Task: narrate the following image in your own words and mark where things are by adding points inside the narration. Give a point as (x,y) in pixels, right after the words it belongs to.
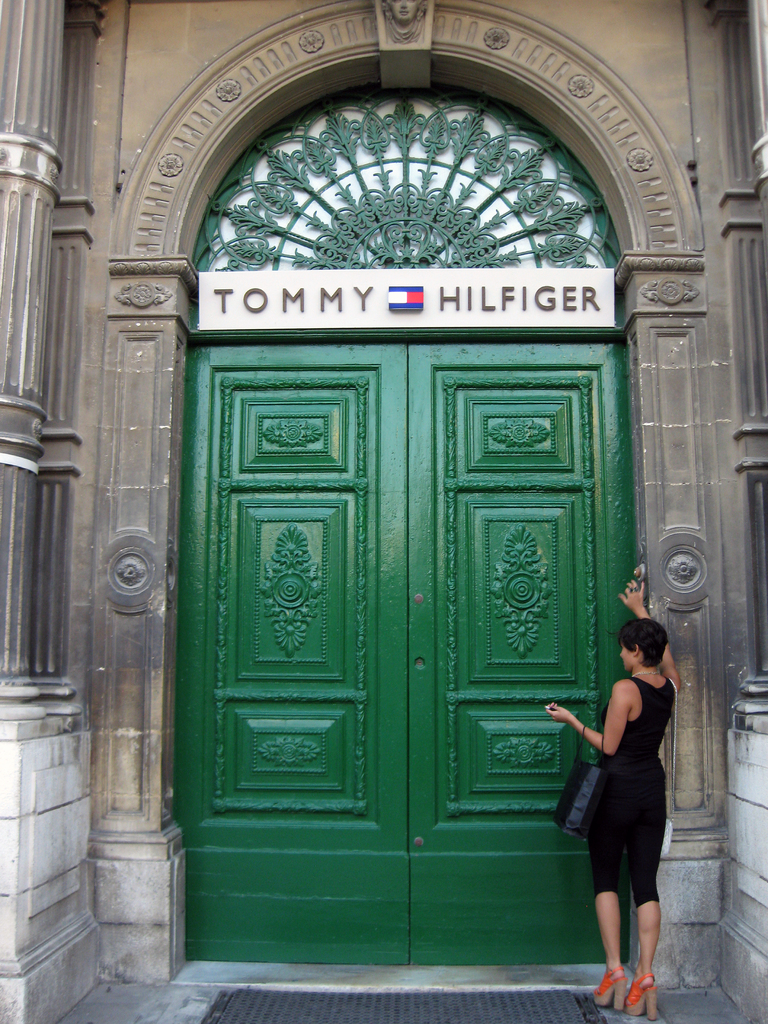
In this image we can see a woman (641,1014) standing beside a door (582,923) holding a bag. We can also see a name board (355,320) and a mat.
